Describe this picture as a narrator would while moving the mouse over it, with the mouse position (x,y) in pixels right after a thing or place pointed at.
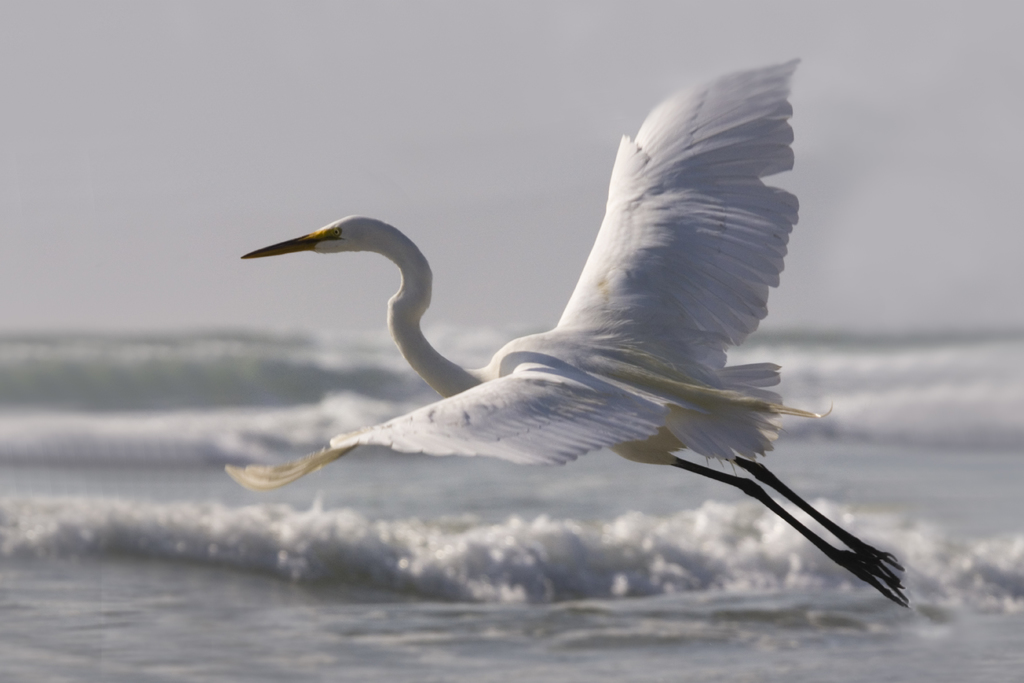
In the image there is a bird (653,299) flying above the water surface (345,422).
